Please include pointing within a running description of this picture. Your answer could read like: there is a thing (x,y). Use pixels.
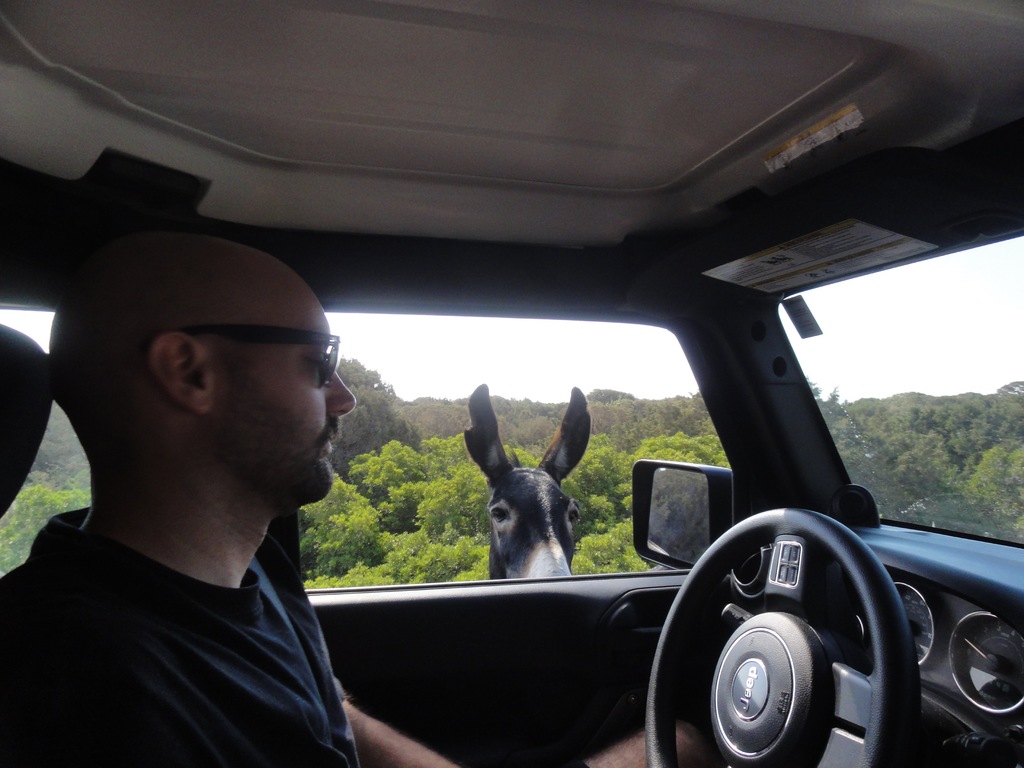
In this image, a man (248,635) is inside the car (561,662). On right side (756,674), we can see steering (804,672), speedo meter (991,667), glass (927,516), side window (710,520). In the middle (512,496), there is an animal (513,510) viewing. Background (448,361), we can so many trees (437,444) and sky (439,377). On left side (33,398), there is a seat (33,398).
